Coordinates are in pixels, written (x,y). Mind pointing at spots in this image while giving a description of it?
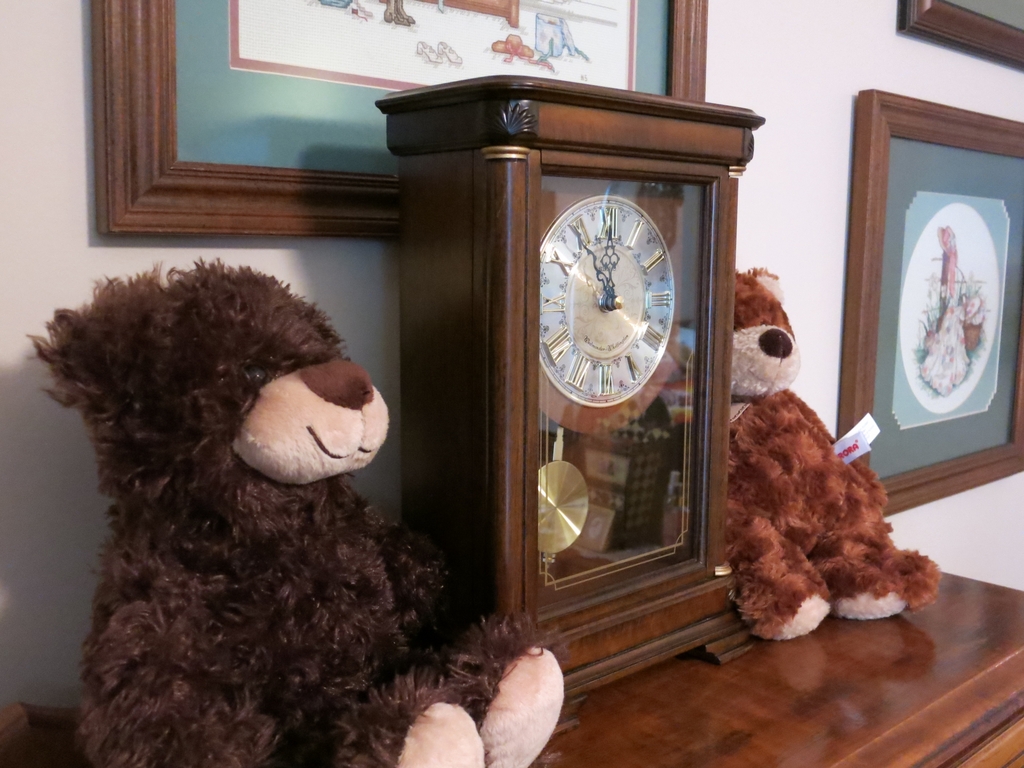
In the image we can see there are teddy bears (842,549) kept on the table (922,690) and there is a pendulum clock (671,504) kept on the table (807,745). Behind there are photo frames (382,137).
